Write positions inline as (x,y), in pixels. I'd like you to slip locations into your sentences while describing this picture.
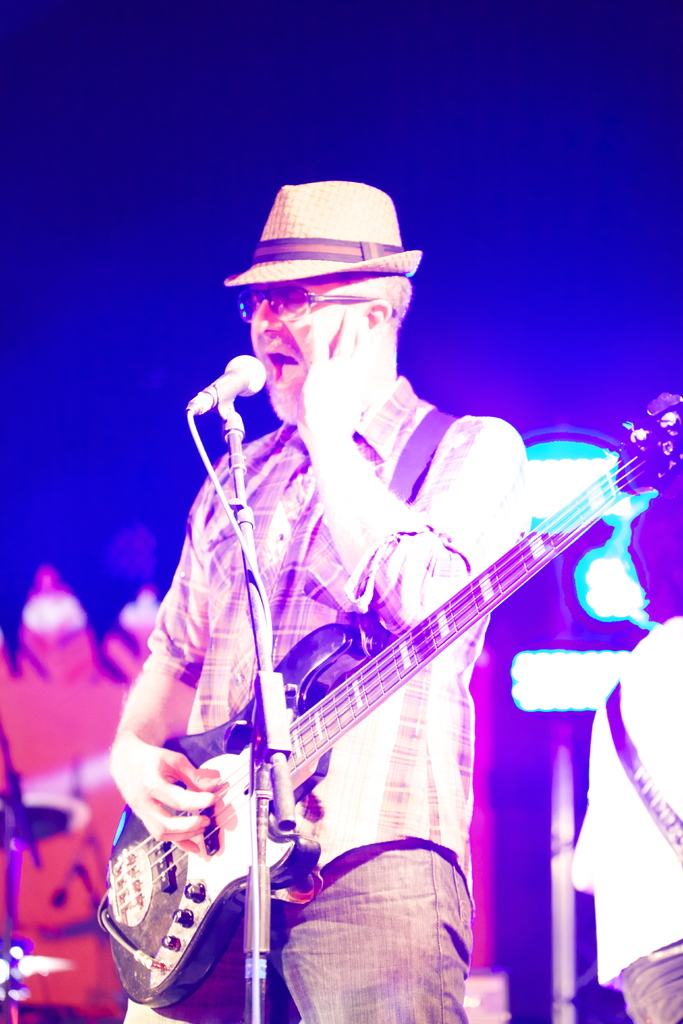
In the given image we can see a man (339,521) standing wearing a hat (292,275) and goggle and he is holding a guitar (142,836) in his hands (207,796). This is a microphone (205,390).
